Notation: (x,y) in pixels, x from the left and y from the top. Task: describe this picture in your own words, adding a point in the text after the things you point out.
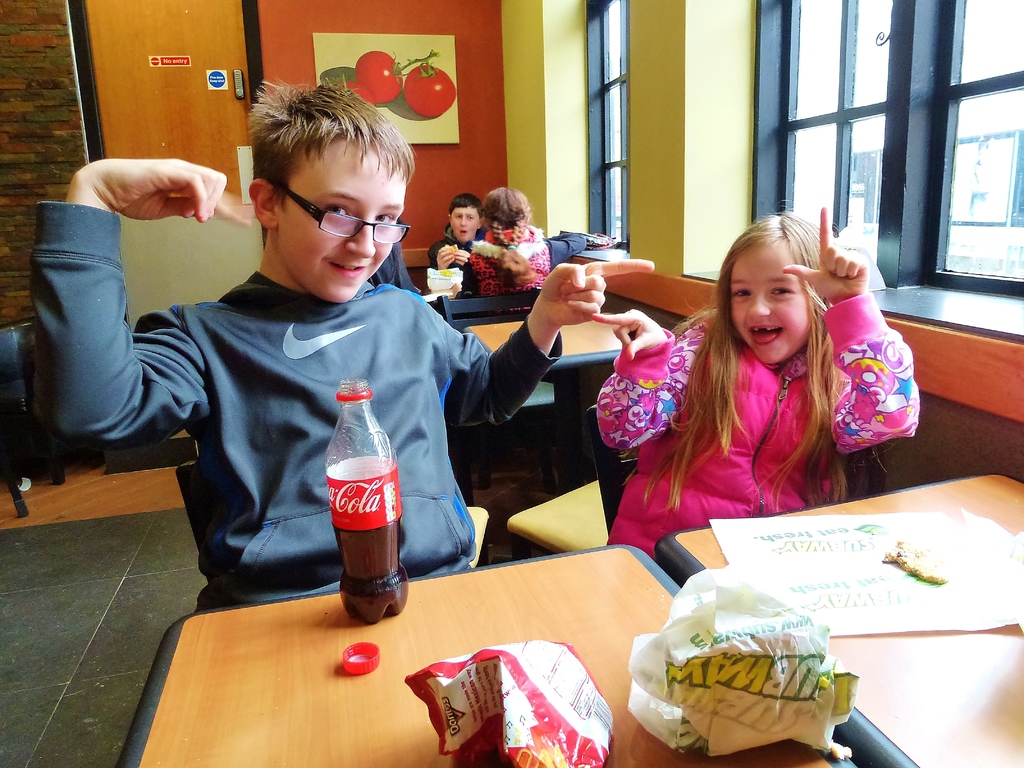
In this image in the foreground (297,289) there are two children (860,420) who are sitting on chairs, in front of them there are tables (215,709). On the tables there are some packets (781,619), paper (909,527) and some bottle (352,474). In the bottle (372,537) there is some drink (376,544), and in the background (503,225) there are two persons (469,235) who are sitting and there are some tables (589,341) and the boy (462,233) who is sitting in the background (451,251) he is eating something. On the right side (830,157) there are some windows (754,126), and in the background (484,163) there is a wall (477,104). On the wall (296,57) there is a board (345,71) on the left side (109,84) there is a door (103,84) and wall (23,183), at the bottom (92,624) there is floor (103,626).
